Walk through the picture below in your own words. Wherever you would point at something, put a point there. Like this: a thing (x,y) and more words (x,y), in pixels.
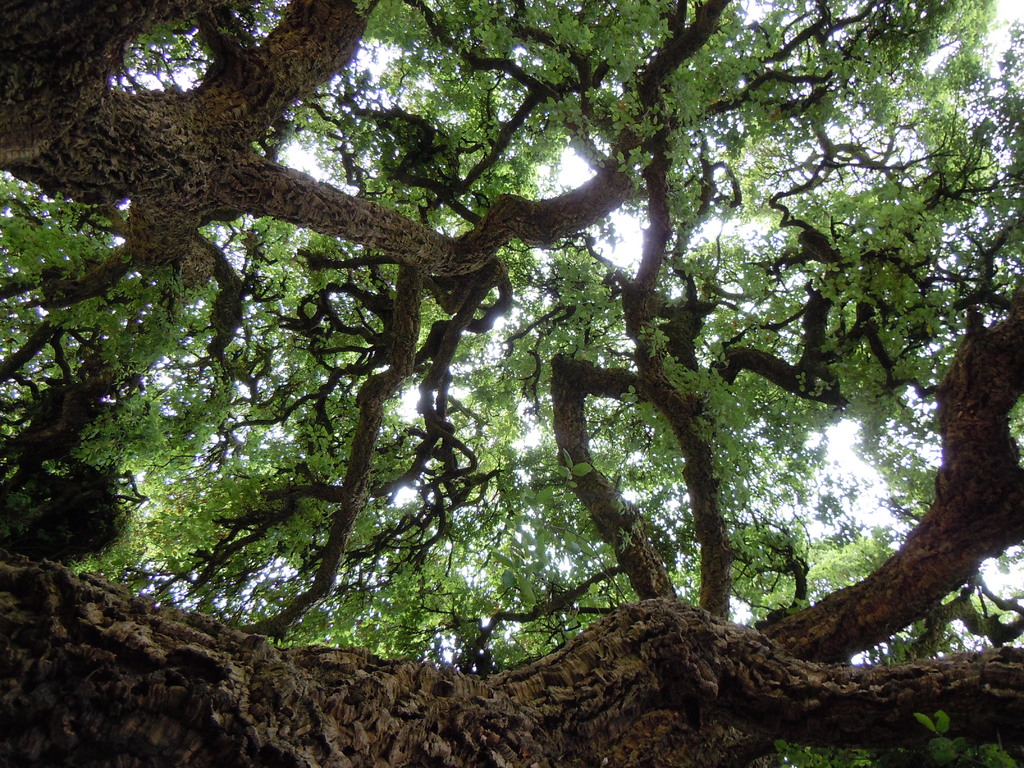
In this image there are trees (552,298).
